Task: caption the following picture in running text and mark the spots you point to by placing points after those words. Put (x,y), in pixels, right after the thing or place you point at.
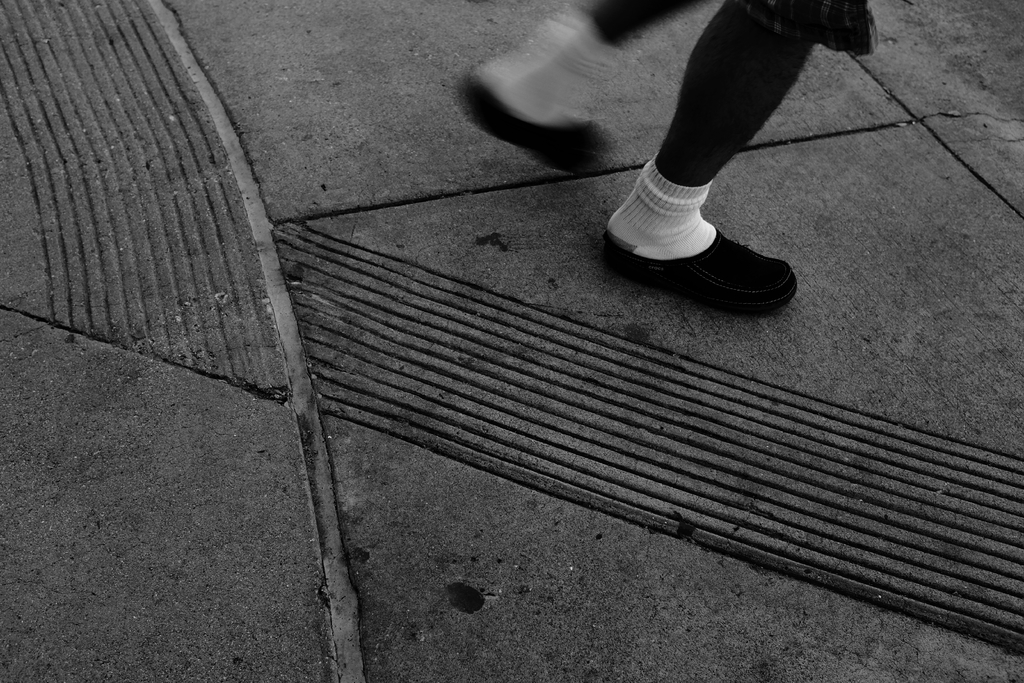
Here in this picture we can see a person (754,90) walking on the ground (708,316), as we can see the legs (736,90) with shoes (496,114) present on the ground (584,204).
